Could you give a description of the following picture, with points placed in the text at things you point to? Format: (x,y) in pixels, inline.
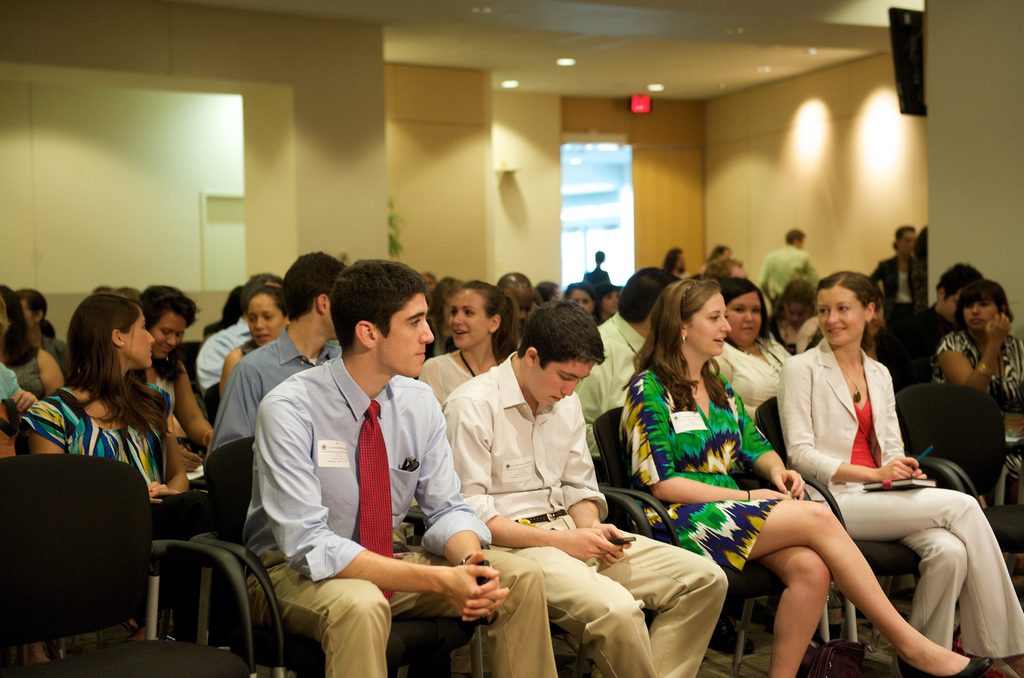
In this picture there are some people (523,402) sitting on the chairs (297,649).
